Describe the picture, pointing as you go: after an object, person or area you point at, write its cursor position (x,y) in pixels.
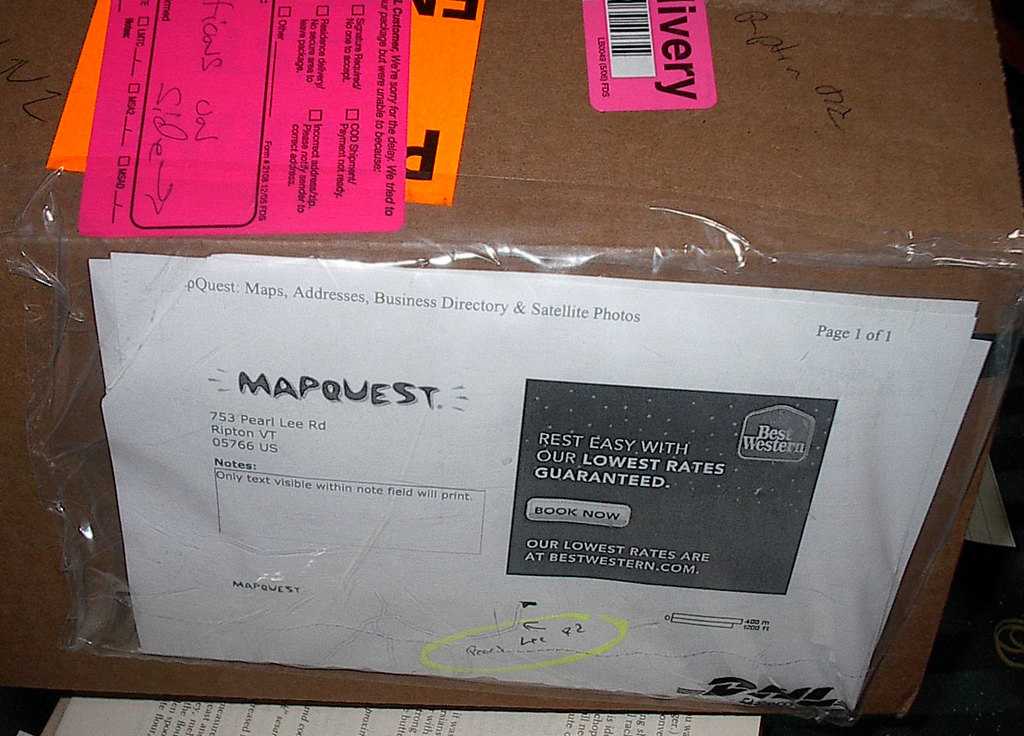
In this image I can see few papers (349,340) are attached to the cardboard box (738,216). I can see few more papers (600,730) under the box (407,684).
